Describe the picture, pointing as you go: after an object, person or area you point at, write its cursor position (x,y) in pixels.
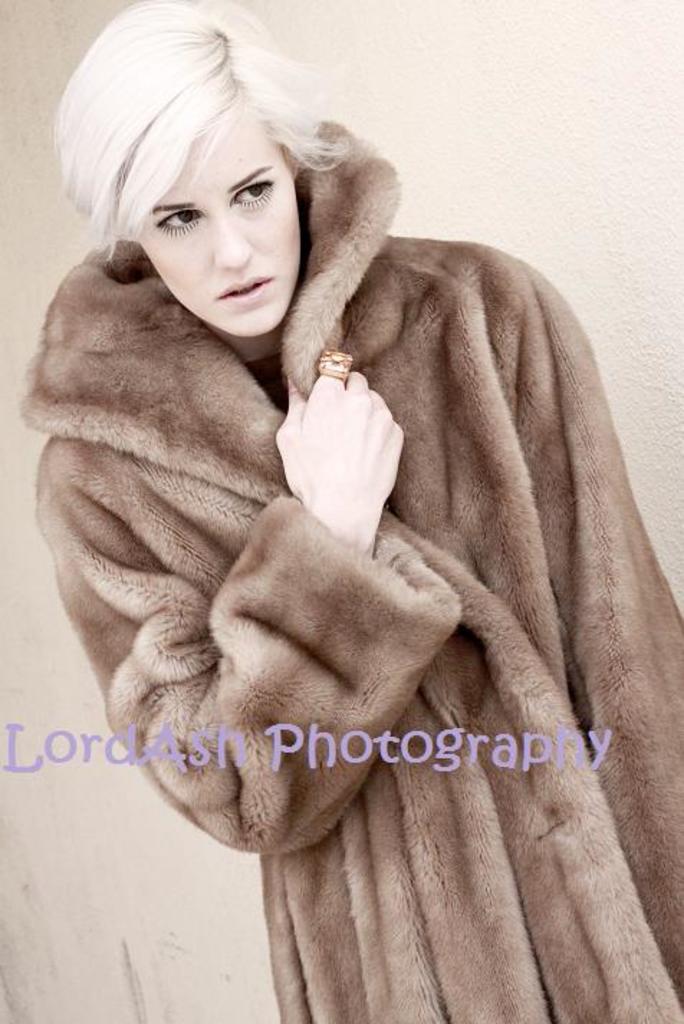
In this image there is woman (332,507) standing wearing a fur coat (479,497), in the middle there is a text (385,749).
